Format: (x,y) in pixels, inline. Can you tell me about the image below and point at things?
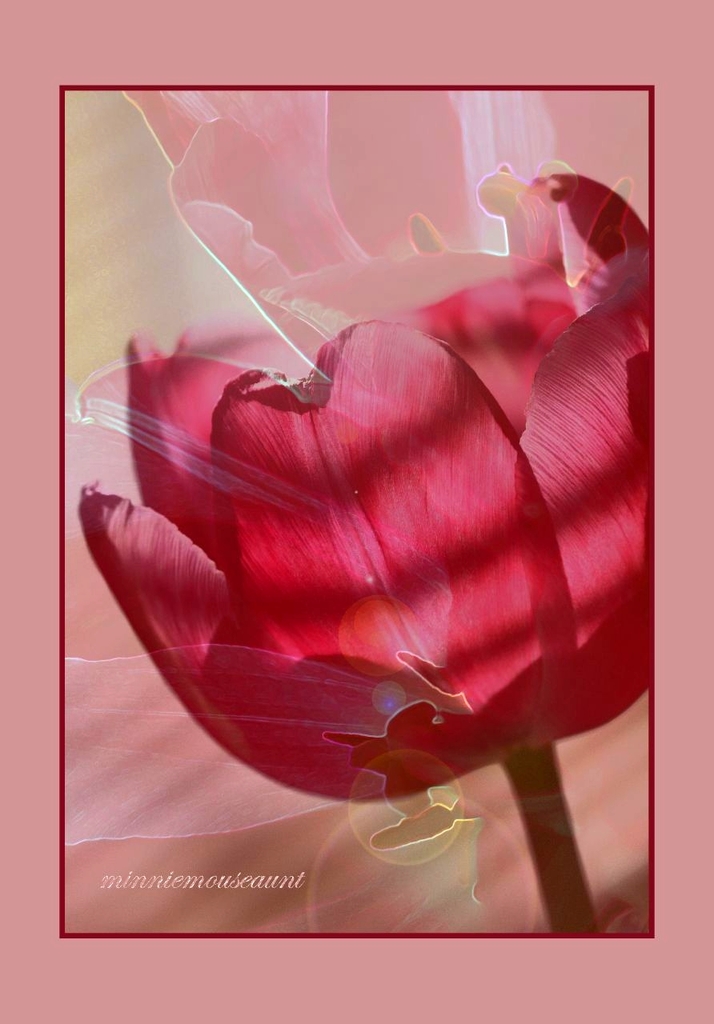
This is the picture of a poster (184,463) in which there is a flower (263,497) in pink color.
